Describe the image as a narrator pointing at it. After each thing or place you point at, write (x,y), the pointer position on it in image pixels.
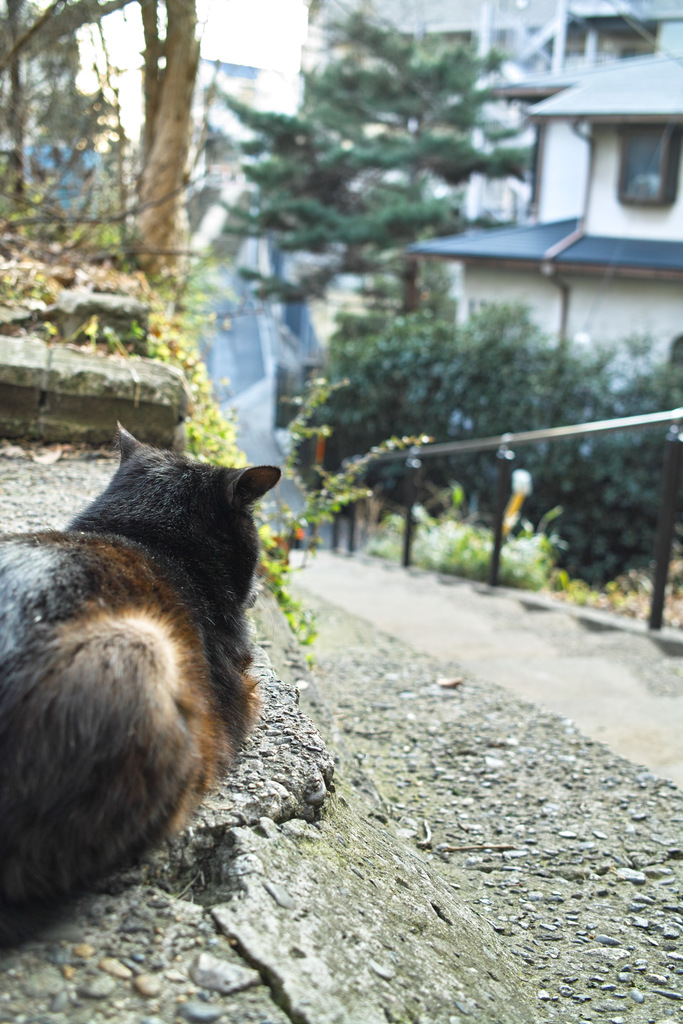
In the foreground of this image (209,530), there is a black colored cat (126,767) sitting side to the path (564,709). On the right side of the image (638,750), we can see path (635,746), railing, planter (517,369), building (557,166) and the tree (393,159). On the top left corner (118,58), we can see the tree (104,49) and the sky (211,32).
